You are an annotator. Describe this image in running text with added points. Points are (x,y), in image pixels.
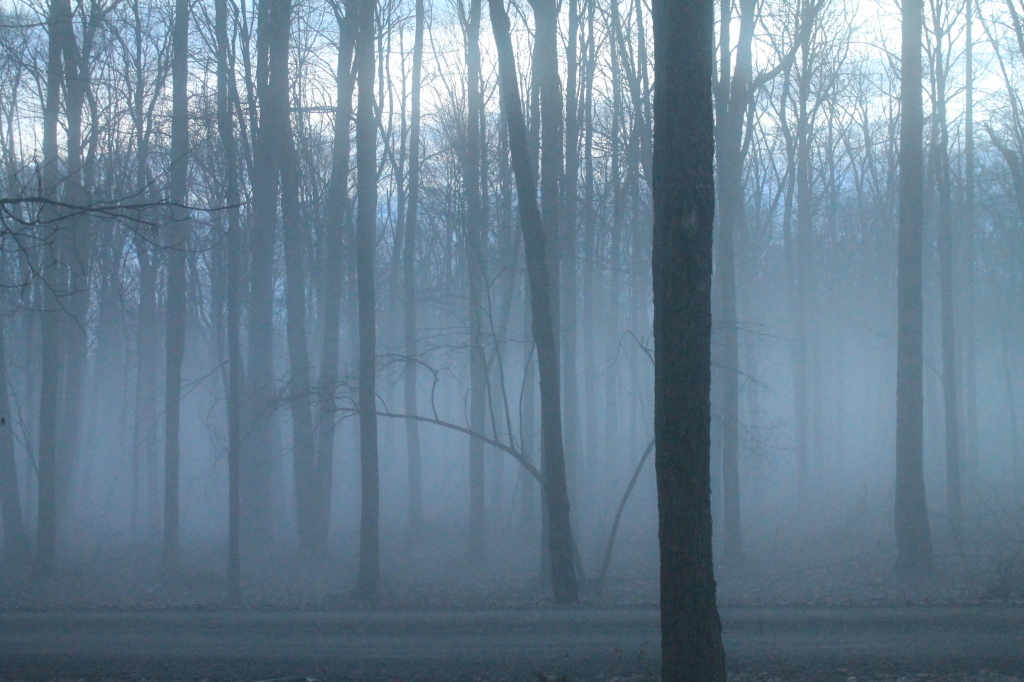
In this image I can see the road (353,624), few trees (698,346) and the fog (438,386). In the background (928,157) I can see the sky (957,48).
